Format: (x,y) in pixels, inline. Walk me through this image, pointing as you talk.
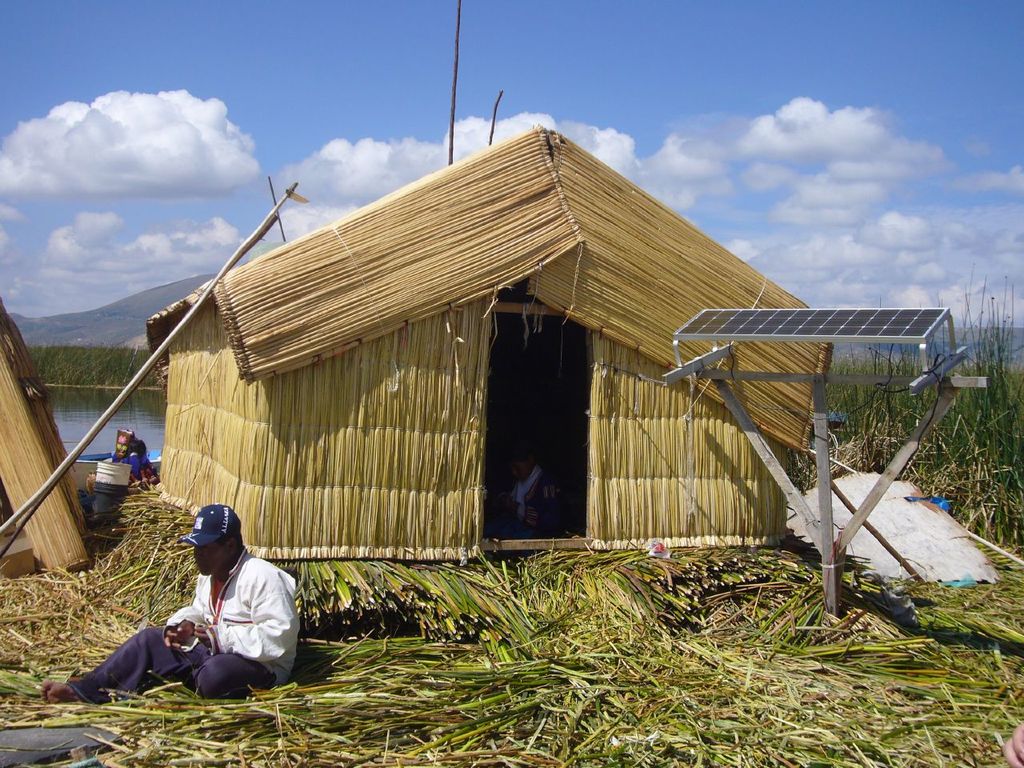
This image is clicked outside. There is a person (243,609) on the left side (189,623). There is a small hut (369,467) in the middle (672,407). There is sky (34,63) at the top (44,90). There is water (115,414) on the left side (75,391).
